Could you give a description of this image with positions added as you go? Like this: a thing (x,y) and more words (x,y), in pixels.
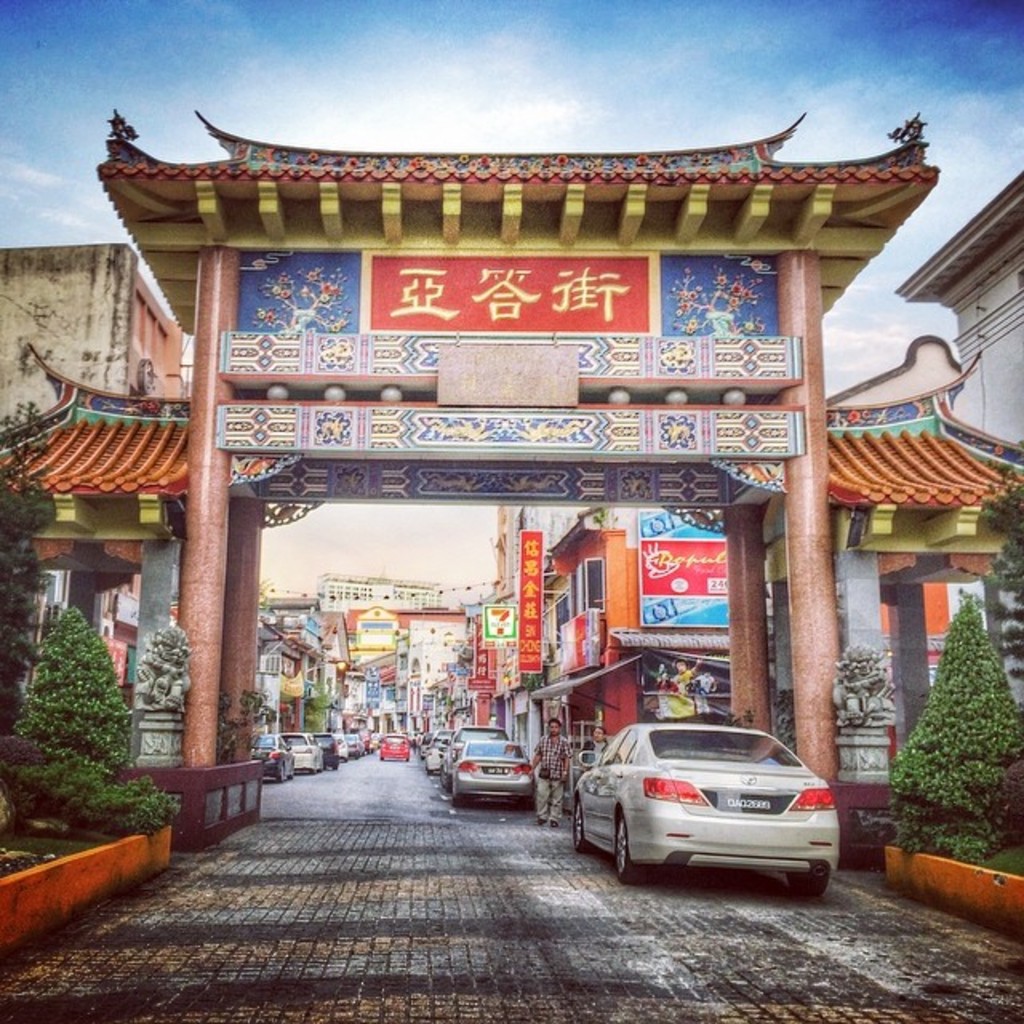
In this picture we can see few trees (256,692), people (559,743) and vehicles (465,776) on the road (497,876), and also we can see an arch (253,461), few hoardings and buildings (555,569).
